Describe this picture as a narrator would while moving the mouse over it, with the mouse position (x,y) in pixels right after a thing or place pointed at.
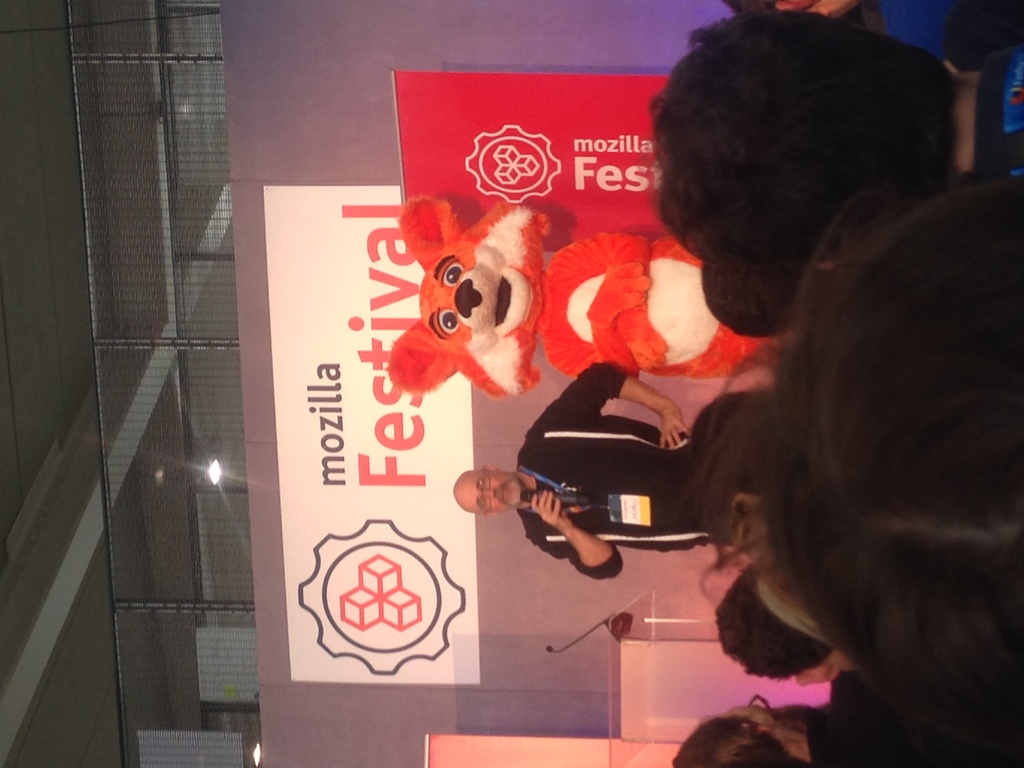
In the center of the image (662,497) there is a person (587,481) holding a mic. At the bottom of the image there are people (792,336). In the background of the image (312,415) there is a banner (304,430). At the top of the image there is a ceiling (42,125) with fence (135,387). There is a depiction (478,374) of a animal (554,288) in the center (546,313).
